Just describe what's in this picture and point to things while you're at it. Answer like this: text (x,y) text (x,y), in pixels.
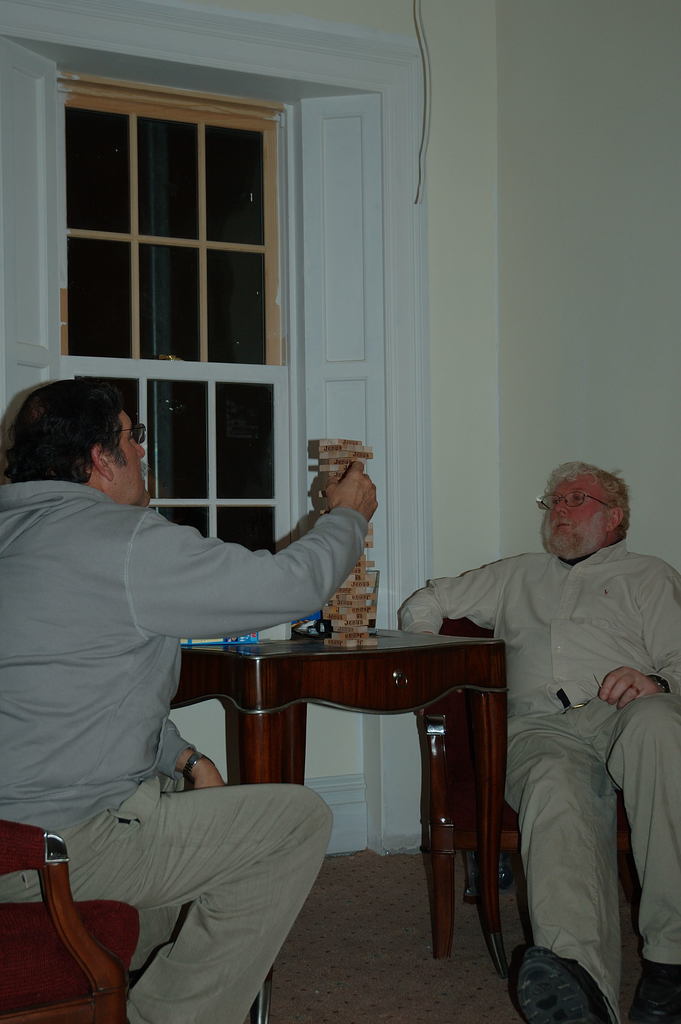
Here we can see two old men (556,818) sitting on chairs (49,854) with a table (501,729) in front of them and beside them we can see a window (225,532).
